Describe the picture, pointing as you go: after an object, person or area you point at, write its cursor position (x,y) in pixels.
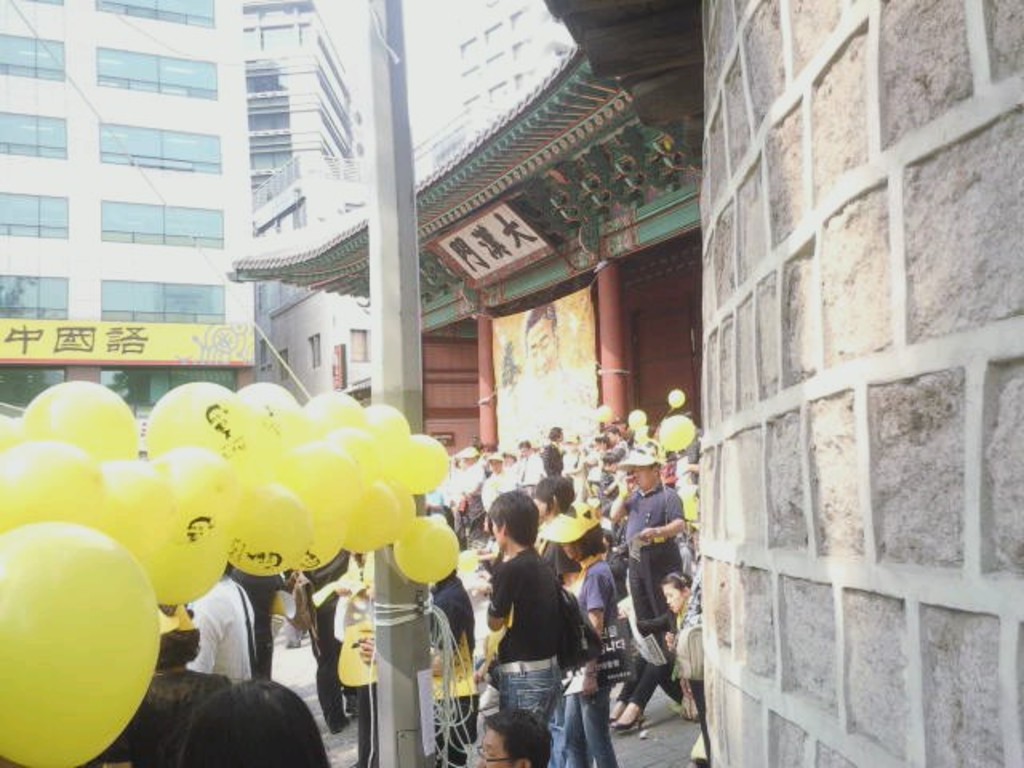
In the center of the image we can see a pole (374,75) and ropes (399,608). At the bottom of the image (453,683) we can see the persons (260,669) and some of them are wearing caps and also we can see the balloons (28,713). In the background of the image (117,50) we can see the buildings (121,94), pillars (492,319), banner (566,315), roof (556,117), wall (778,192). At the top of the image (337,28) we can see the sky (421,80). At the bottom of the image (680,738) we can see the ground (654,728).
